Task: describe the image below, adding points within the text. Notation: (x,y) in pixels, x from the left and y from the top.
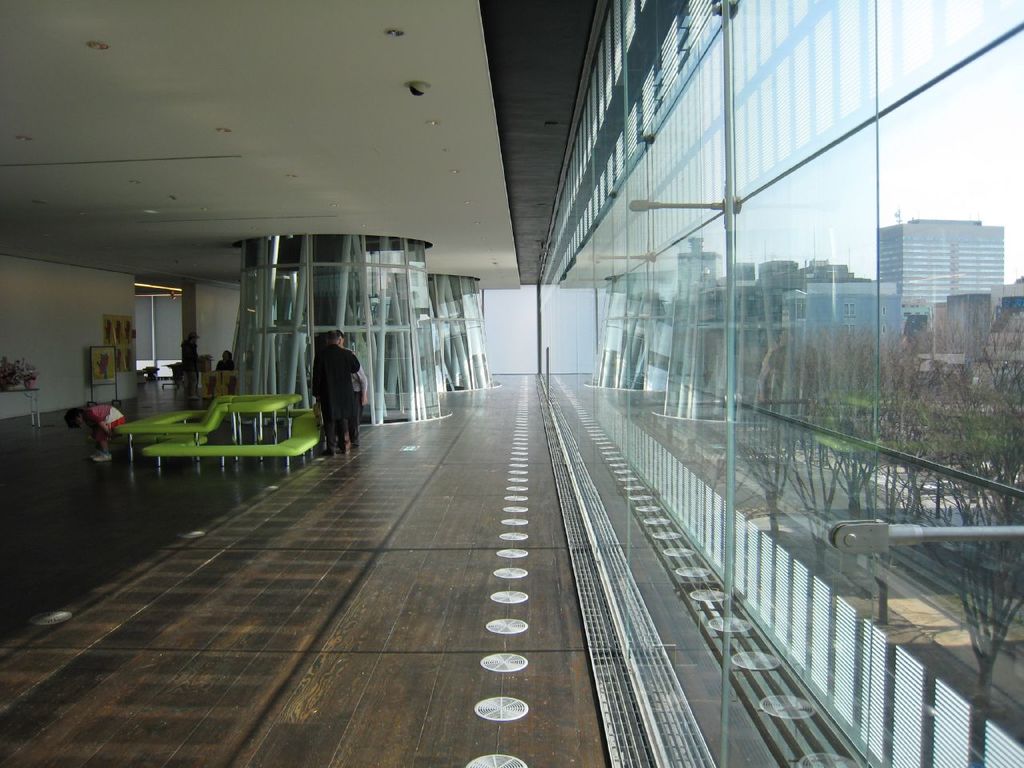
There is a wooden floor (466,595) at the bottom of this image (434,607) and there is a glass door (680,409) on the right side of this image (749,624). We can see there are some trees (870,473) and buildings (863,293) on the right side of this image (830,389). There are some persons (330,385) standing on the left side of this image (317,365), and we can see there is a wall (35,327) in the background (61,316).
